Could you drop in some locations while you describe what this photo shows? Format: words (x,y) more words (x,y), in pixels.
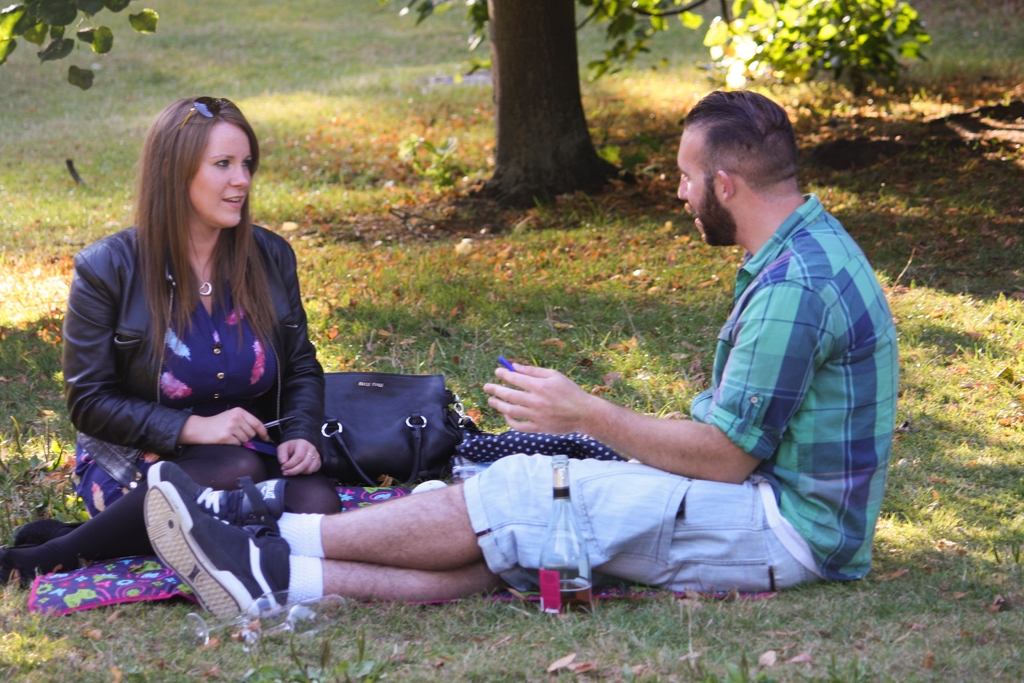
In this image there is a garden (936,348), And there are two persons (754,551) sitting in the garden (909,590) and in the background (559,158) there is a tree (539,157).
